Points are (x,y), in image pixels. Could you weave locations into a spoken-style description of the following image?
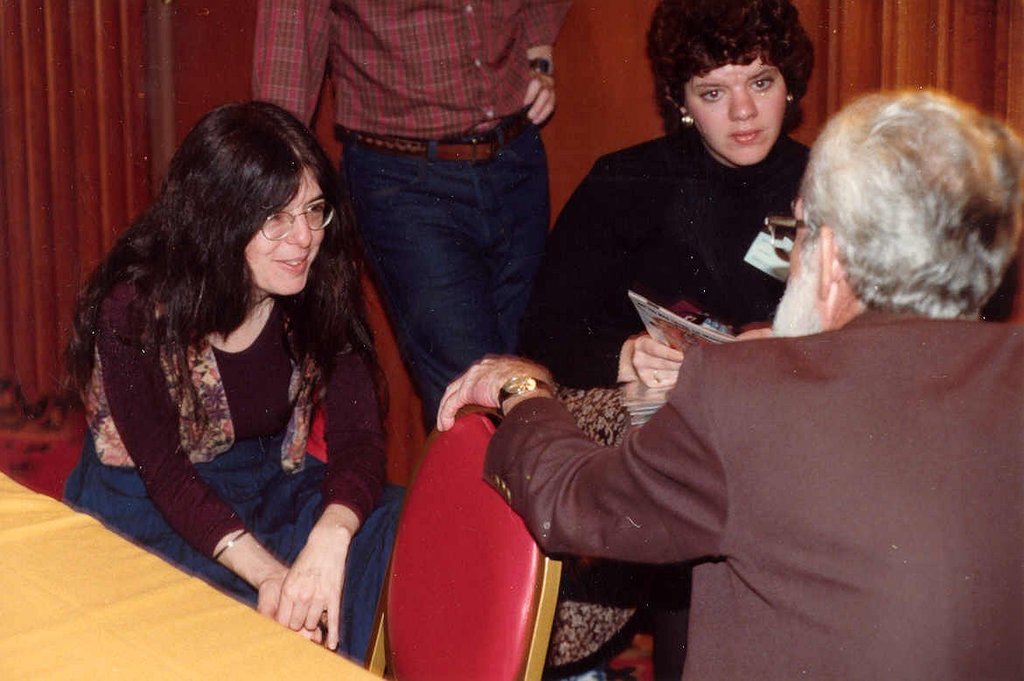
In this image in the center (563,335) there are three people (670,298) who are sitting on chairs (466,445), and there is one person (478,190) who is standing. On the left side (56,566) there is one table (74,535), in the background (146,102) there is a wall (595,65).
